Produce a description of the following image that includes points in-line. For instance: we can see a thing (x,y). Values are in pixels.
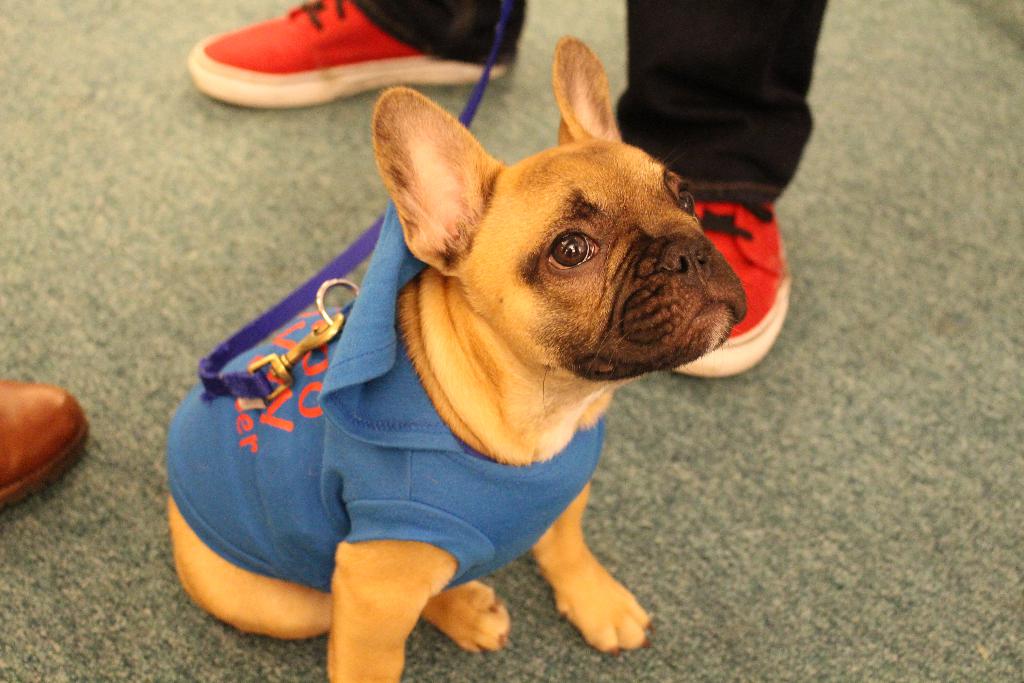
In this image we can see a dog (521,394) with a belt (258,336) and a dress (290,336). Also we can see legs (645,39) of persons (645,39). On the left side (44,426) we can see part of a shoe (46,414).
